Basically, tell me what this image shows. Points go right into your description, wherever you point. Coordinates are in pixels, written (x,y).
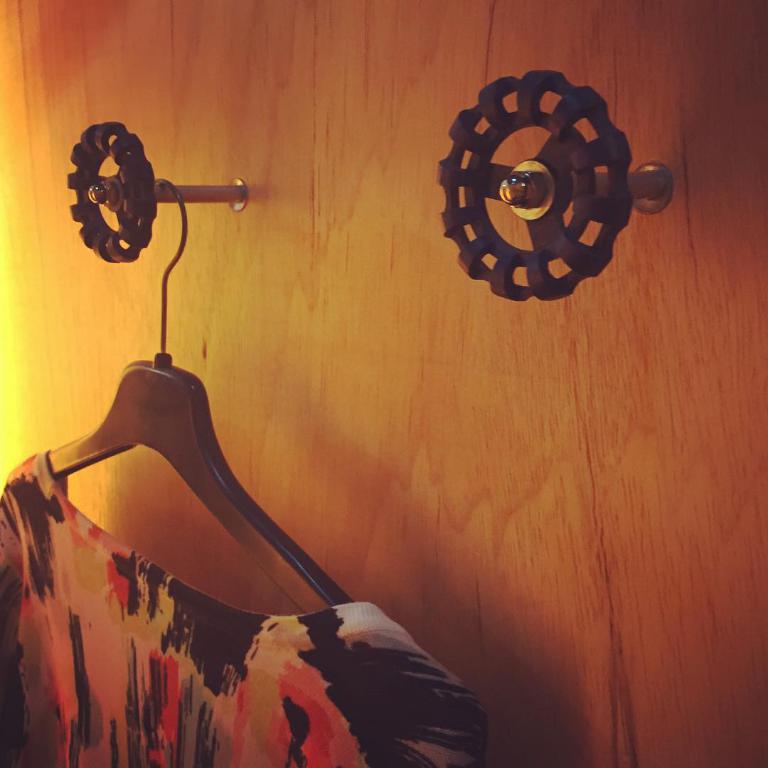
In this image we can see dress (308,633) and hangers (463,132) to the wall (377,157).
